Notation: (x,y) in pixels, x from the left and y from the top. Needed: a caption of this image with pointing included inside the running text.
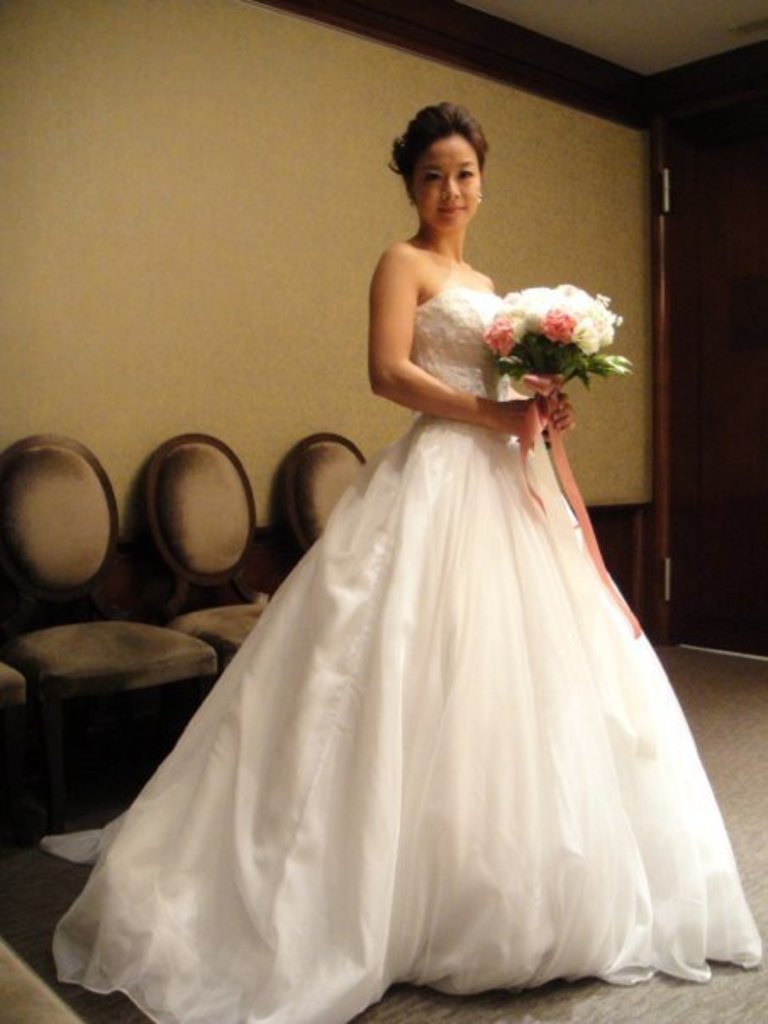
In this image I can see the person (401,482) holding the flower bouquet (519,372). The person (474,389) is wearing the white color dress (385,667) and the flowers (513,305) are in white and red color. In the background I can see the chairs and the wall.
